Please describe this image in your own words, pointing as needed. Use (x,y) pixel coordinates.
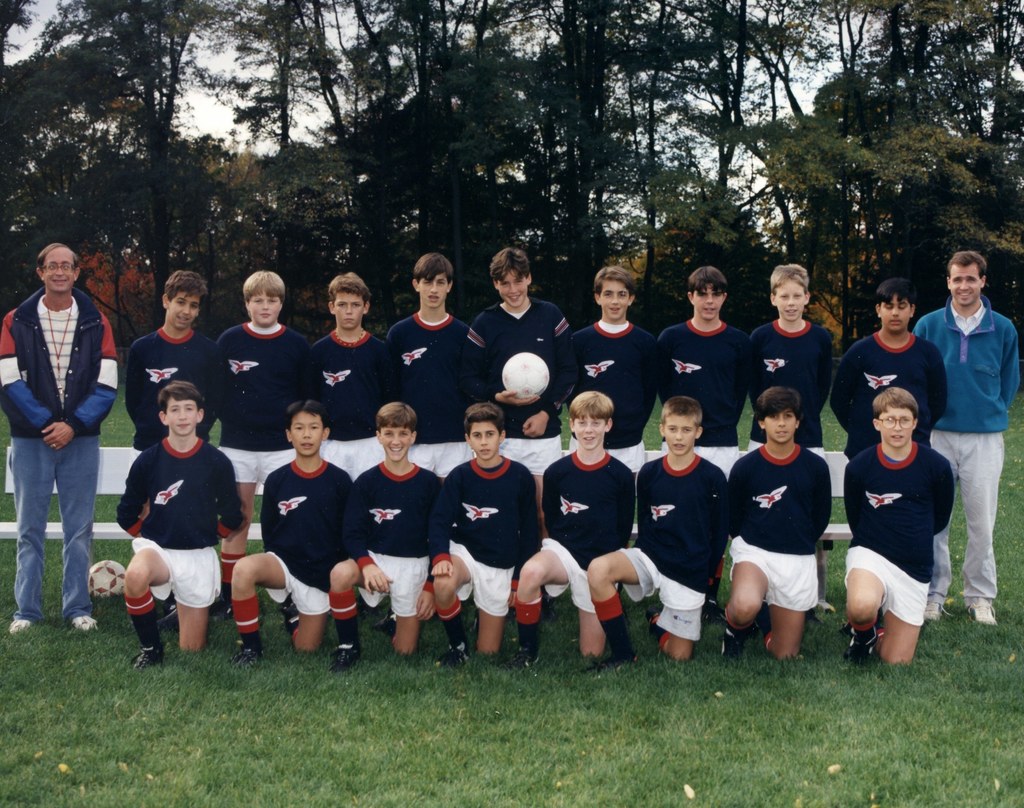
This picture shows a group of people (141,373) standing and a group of people (170,400) kneeling and we see two men (90,337) standing and we see few trees (196,161) on their back.
